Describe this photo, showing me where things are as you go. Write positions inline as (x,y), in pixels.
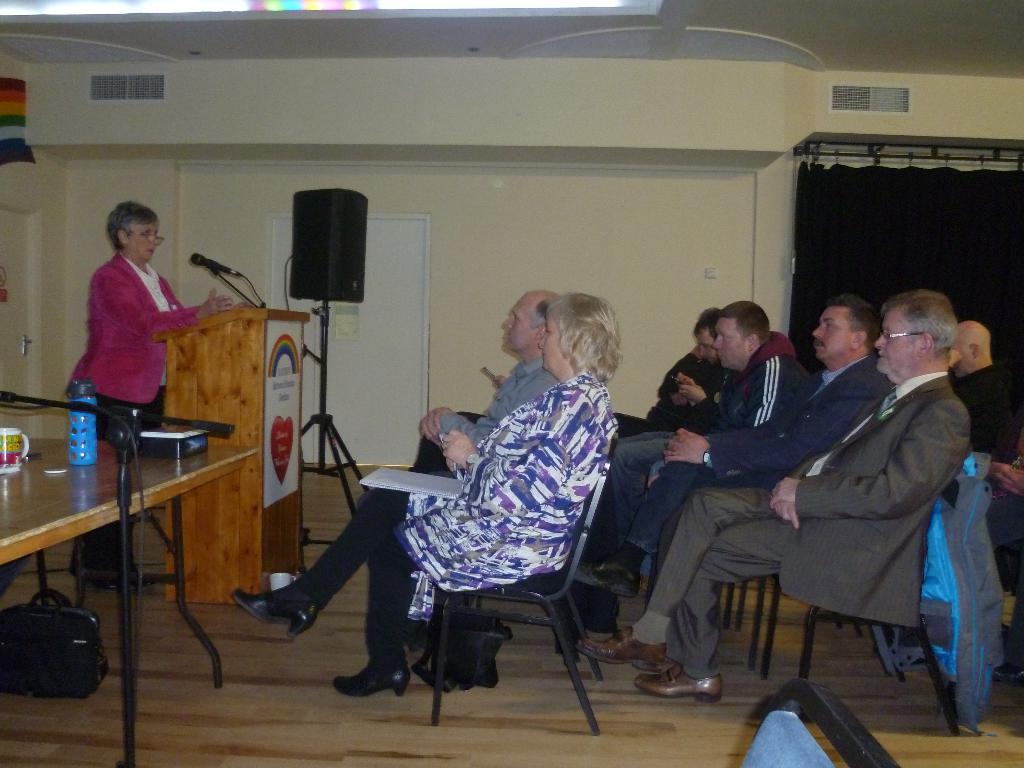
In this image I see few people (919,382) sitting on the chairs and this woman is standing in front of the podium (254,437). I can also see there is a table (190,437) over here and few things (201,449) on it. In the background (62,396) I can see the wall (24,69) and a speaker (318,193).
